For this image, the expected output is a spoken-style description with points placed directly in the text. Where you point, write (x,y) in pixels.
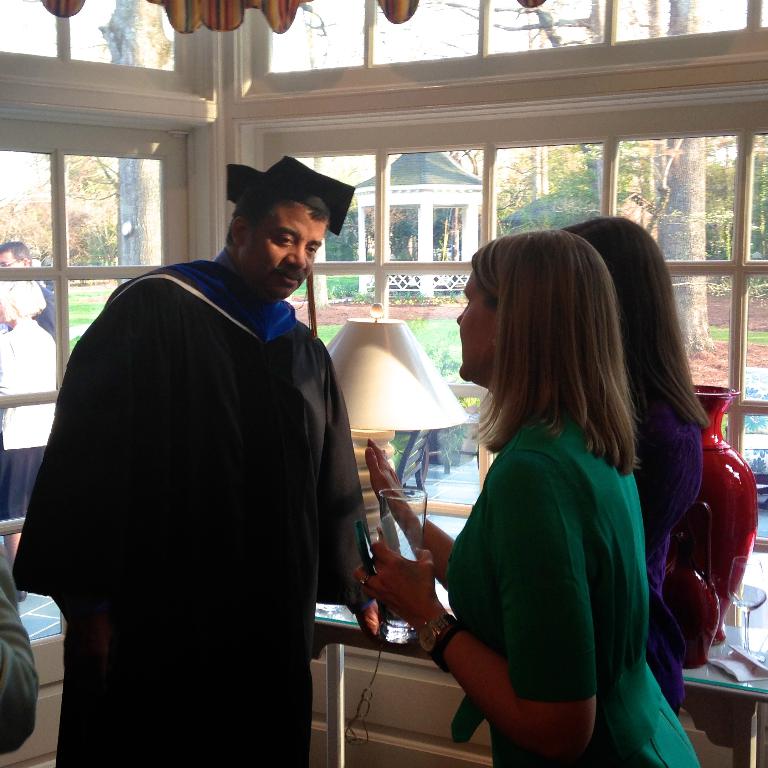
This 3 persons (559,423) are standing. The woman (599,608) in green dress (545,569) is holding a glass (407,533). This man (280,495) wore black dress (205,638). On this table (342,625) there is a lantern lamp (361,414). Outside of this glass door (117,249) we can able to see trees (129,247), persons (8,306), tent (438,197) and grass (442,336). On this table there is a vase (724,591) and glass (755,597).
